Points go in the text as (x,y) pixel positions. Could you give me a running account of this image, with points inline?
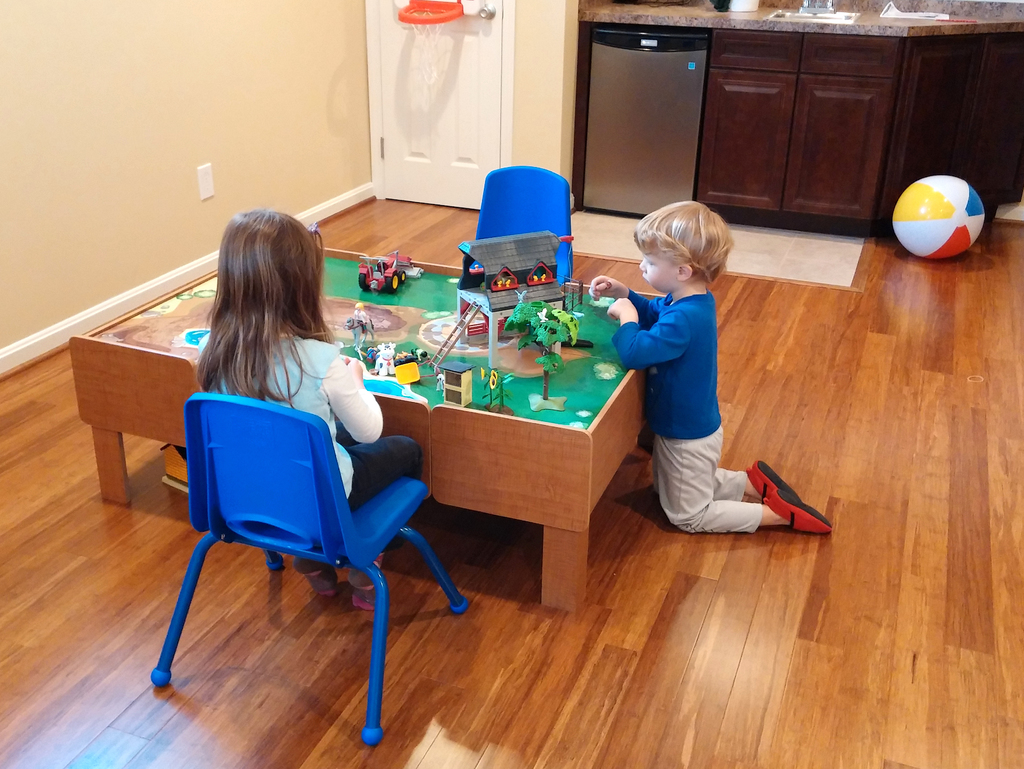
There are kids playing with toys (492,373) and behind him there is a door (484,78) and shelf (892,146).
